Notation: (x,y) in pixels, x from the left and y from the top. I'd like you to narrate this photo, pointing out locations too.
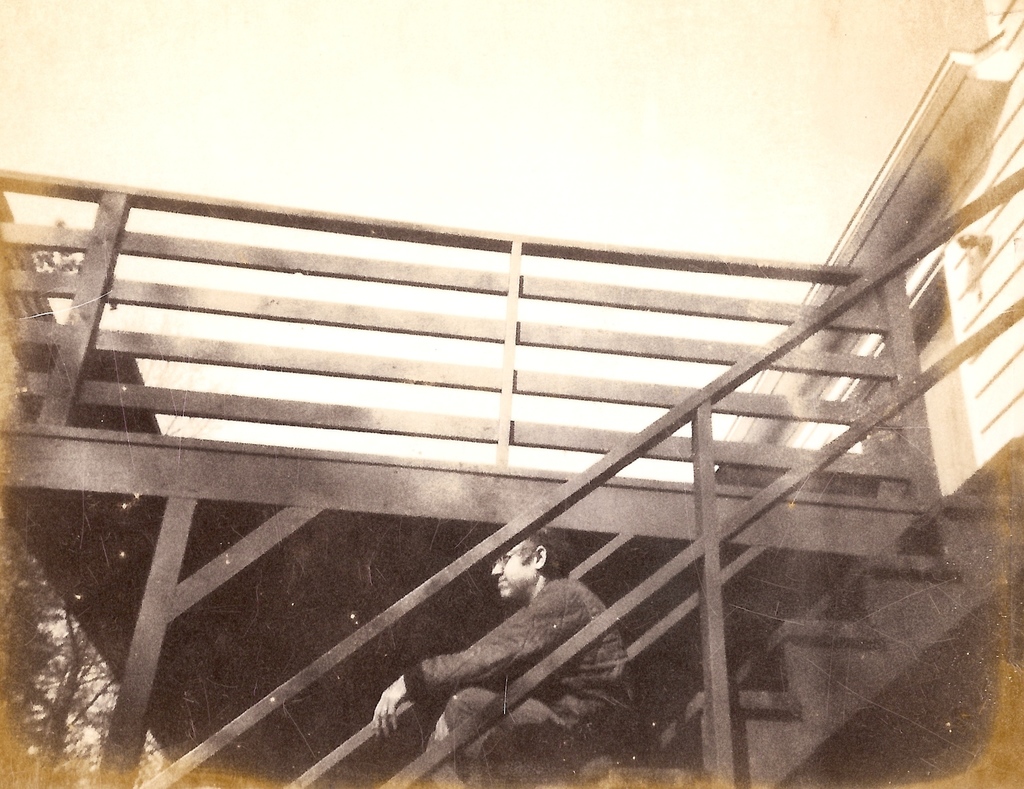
This is an edited image. The man (592,591) at the bottom of the picture (469,664) wearing the black jacket (451,661) is sitting on the staircase (700,706). Beside him, we see the stair railing (582,488). On the right side (865,204), we see a building (970,285) in white color. On the left side (59,703), we see the trees (75,697). At the top (110,23), we see the sky (404,252).
